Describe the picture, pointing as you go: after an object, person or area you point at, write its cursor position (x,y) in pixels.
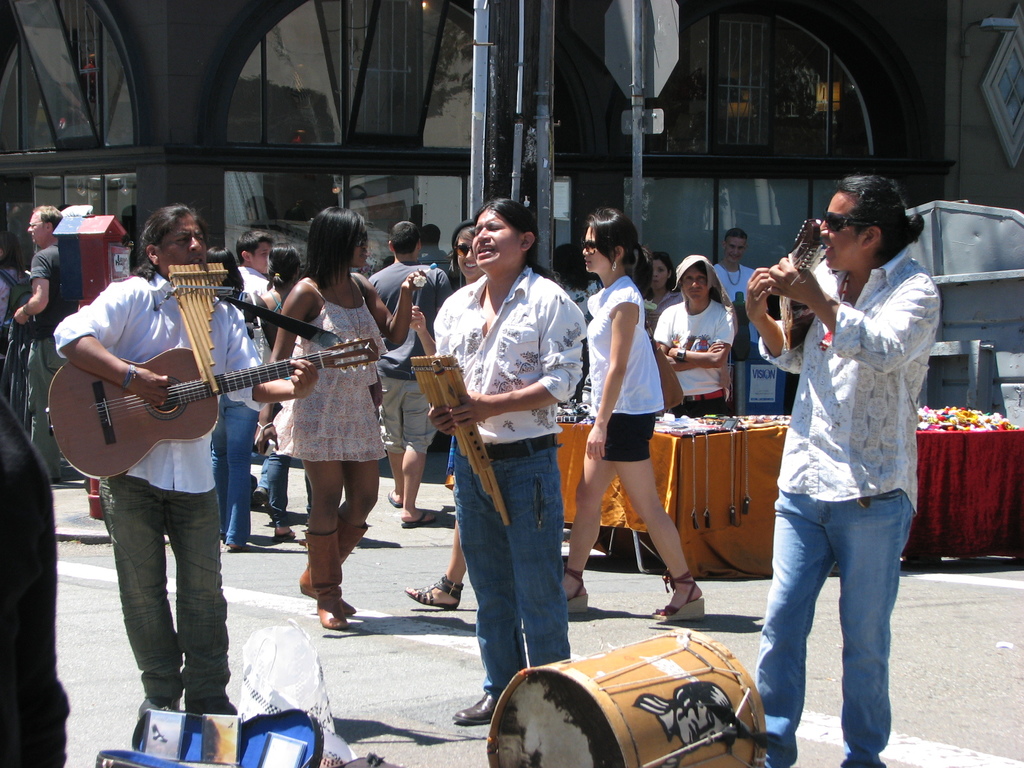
In this image there are a group of people (267,445) who are standing and some of them are walking. In the foreground (182,331) there are three persons (831,349) who are holding some musical instruments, and at the bottom (660,728) there is a drum (591,728). In the background (842,43) there is a building (578,206) and some poles (516,153), and in the center (666,451) there is one table (770,441). On the table (741,429) there are some objects (924,428).
